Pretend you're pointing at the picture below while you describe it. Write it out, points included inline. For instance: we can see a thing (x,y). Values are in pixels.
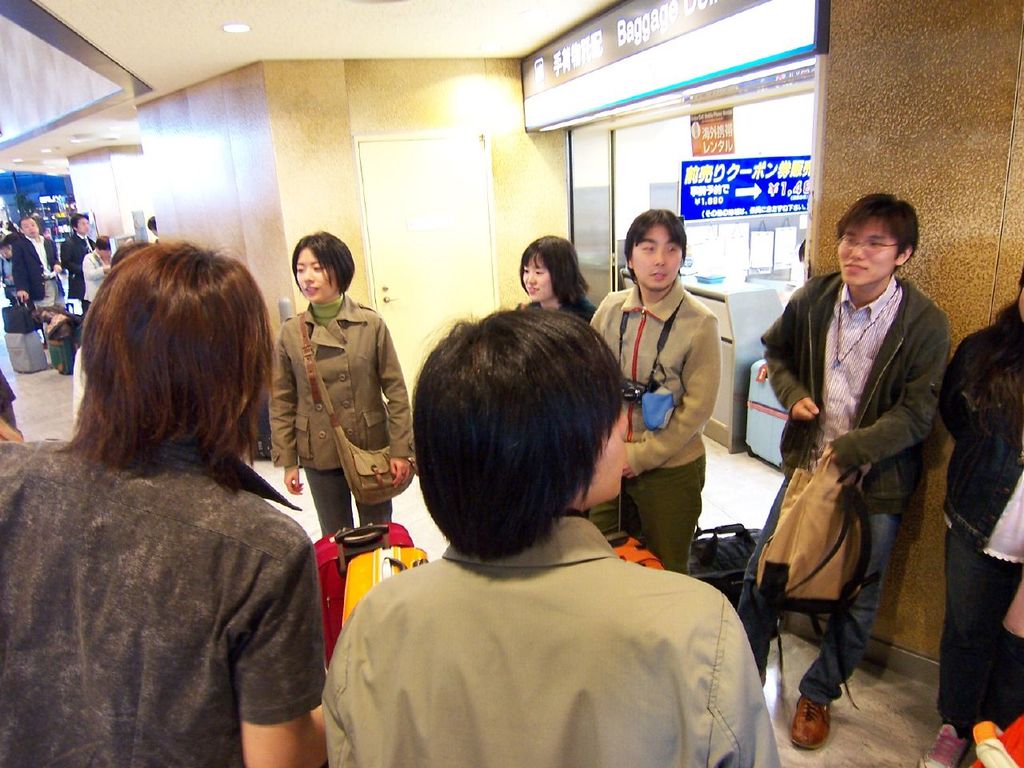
Here in this picture we can see a group of people (603,324) standing over a place (444,544) and in front of them we can see luggage bags (351,536) and some of them are carrying the bags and the person (640,353) in the middle (635,337) is carrying a camera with him and behind them we can see a store (722,239) with hoarding (639,91) present on it and on the left side (96,262) we can also see other people (96,262) standing in a line with luggage (42,353) with them and on the roof (106,142) we can see lights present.
